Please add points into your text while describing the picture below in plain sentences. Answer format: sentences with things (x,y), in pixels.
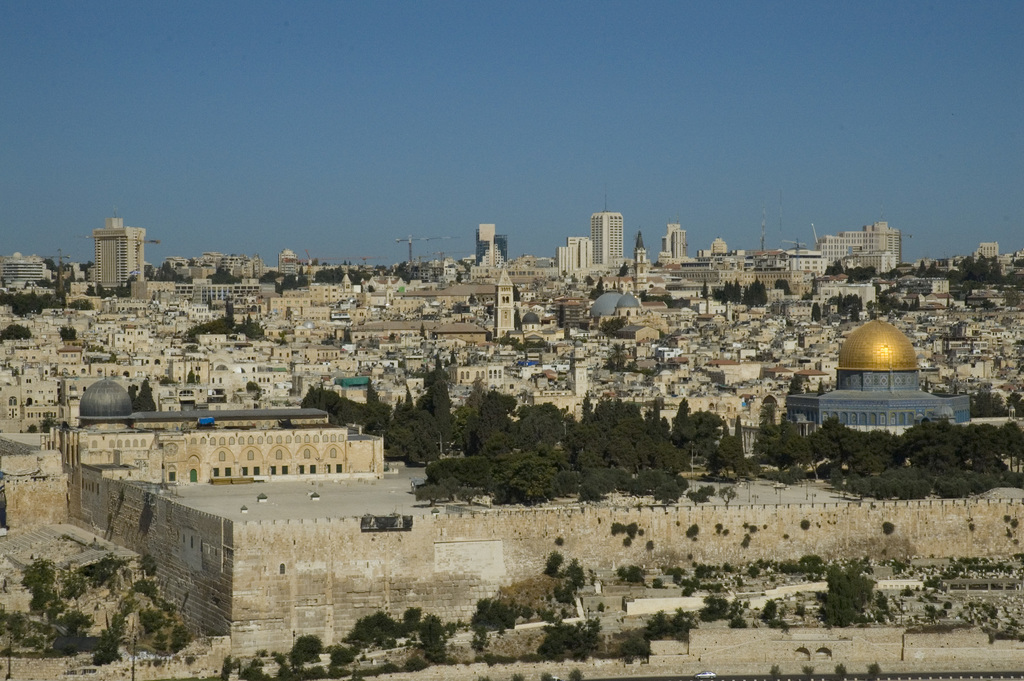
In this image, we can see so many buildings (288,454), trees (992,456), houses (947,293), towers (879,249). Background (228,102) there is a clear sky (406,127).
